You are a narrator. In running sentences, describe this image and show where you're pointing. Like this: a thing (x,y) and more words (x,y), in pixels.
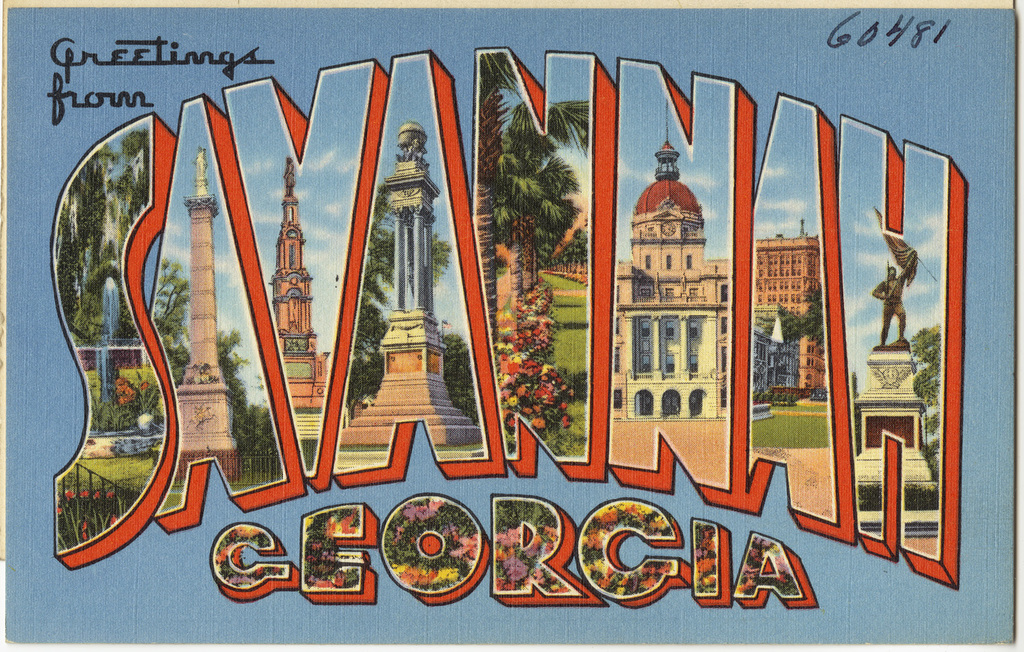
This is a poster and in this poster we can see buildings (799,299), trees (570,264), sky (634,160) with clouds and some text (221,155).
